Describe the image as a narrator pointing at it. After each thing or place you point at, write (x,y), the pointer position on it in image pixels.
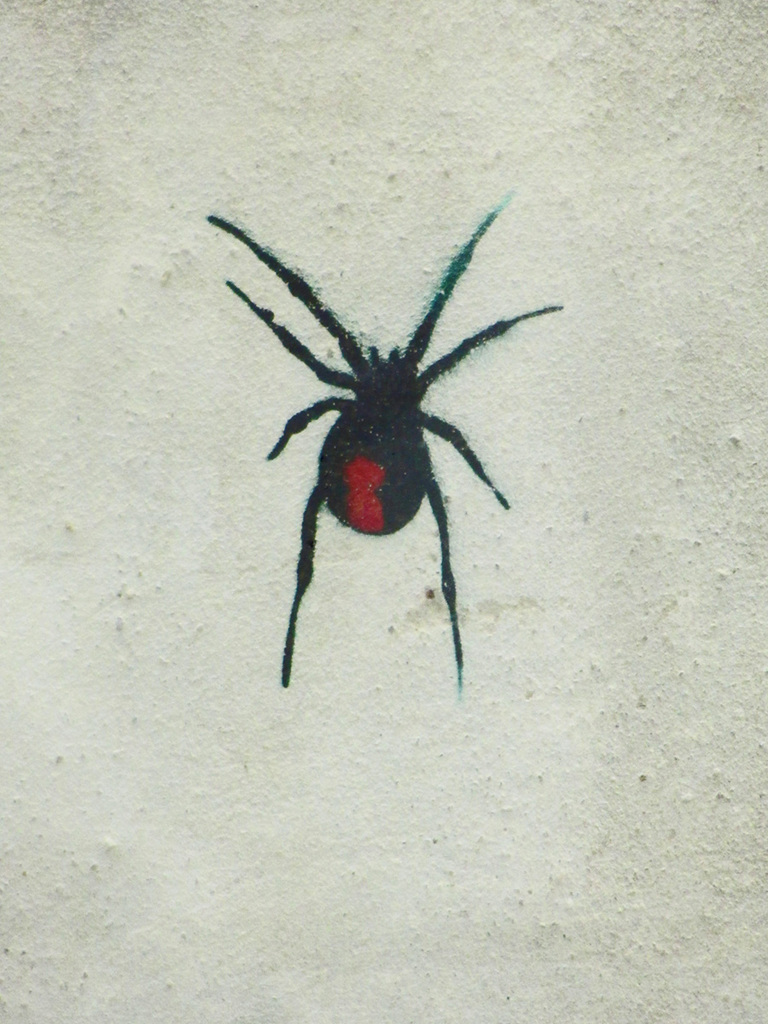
In this image there is an insect (313,550) on the white color wall (290,527).
